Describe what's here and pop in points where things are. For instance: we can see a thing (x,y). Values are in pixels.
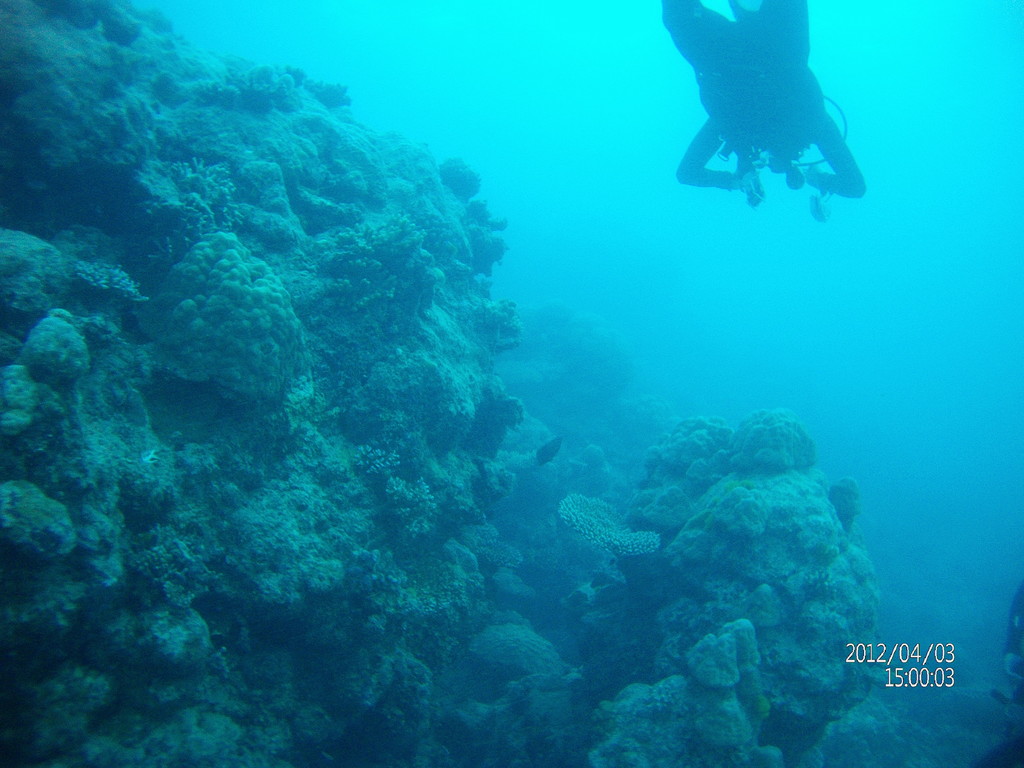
IN this image we can see a person (768,98) swimming in the water (720,195), there are some underwater plants (373,475), also we can see some text (936,646) on the image.
